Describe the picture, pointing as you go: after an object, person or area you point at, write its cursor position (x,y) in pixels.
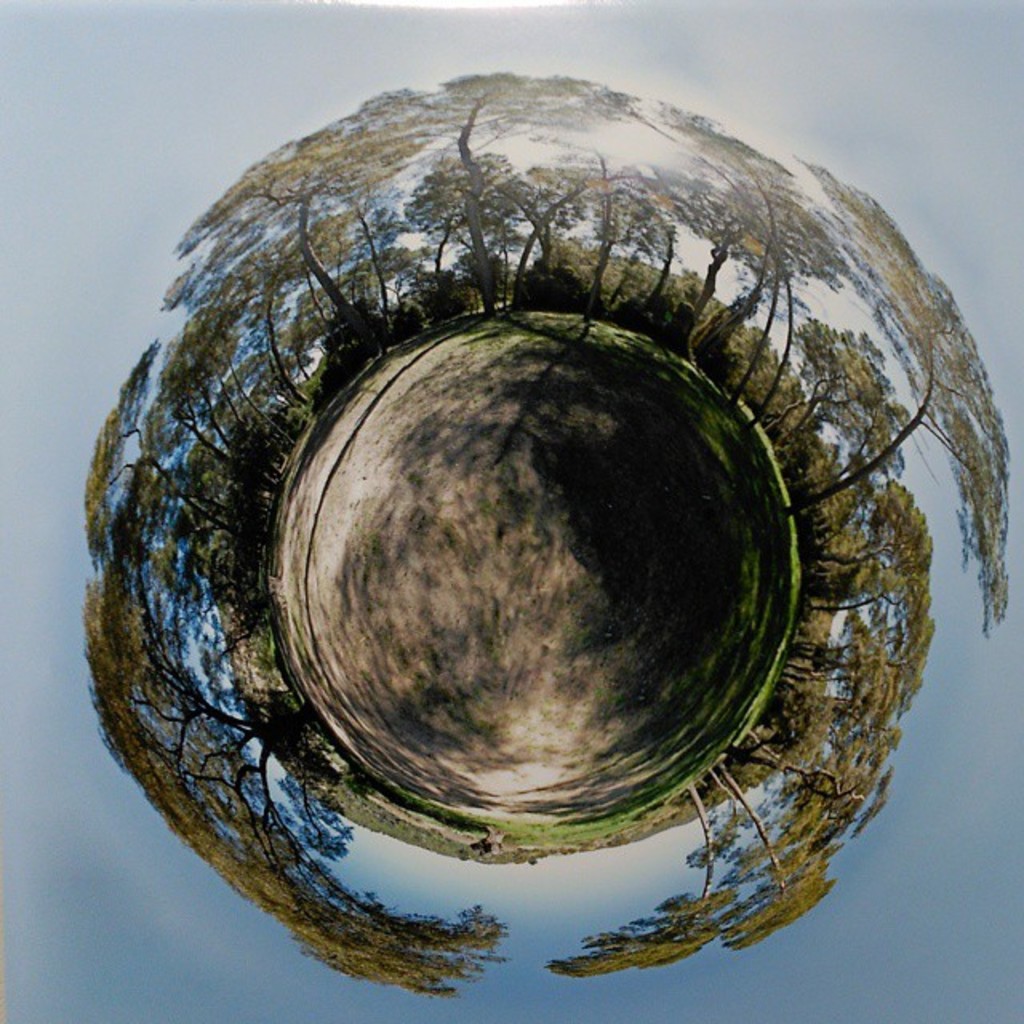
This looks like a 360 degree image. There are trees (388,142) in this image. In the middle (475,437) it looks like a ground (436,641).
